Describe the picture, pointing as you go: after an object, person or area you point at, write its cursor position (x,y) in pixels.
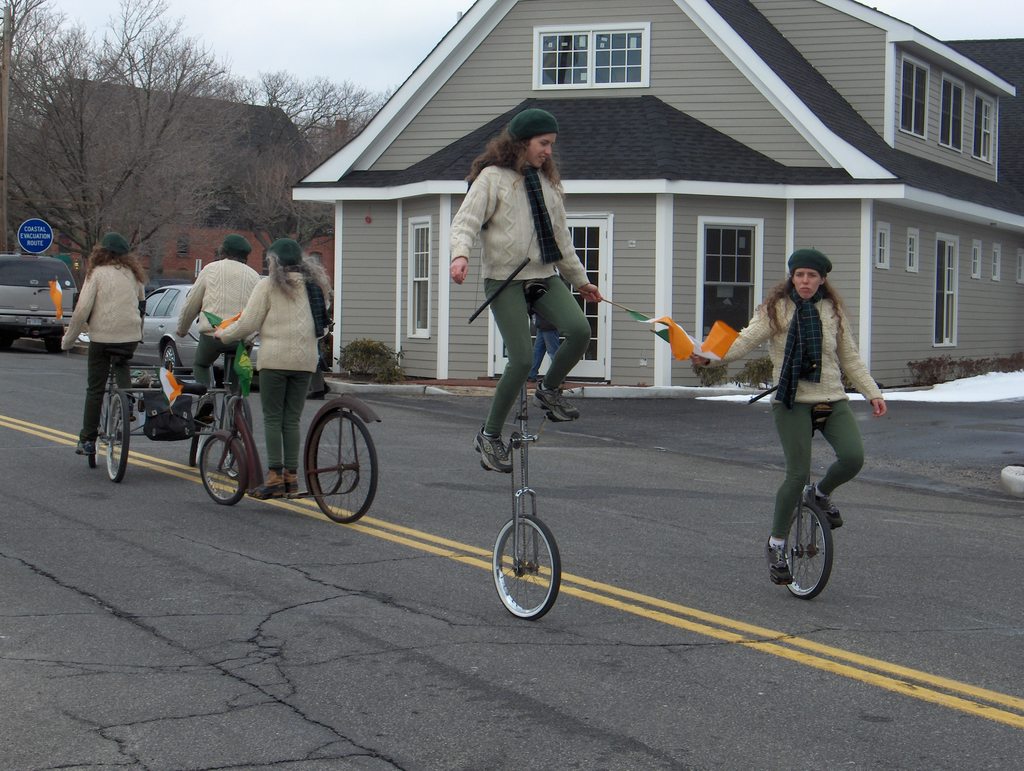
As we can see in the image there are few people (106,351) riding bicycles (115,398), flags (242,375), cars (170,323), houses (793,243) and trees (239,117). On the top (313,41) there is sky (323,43).
